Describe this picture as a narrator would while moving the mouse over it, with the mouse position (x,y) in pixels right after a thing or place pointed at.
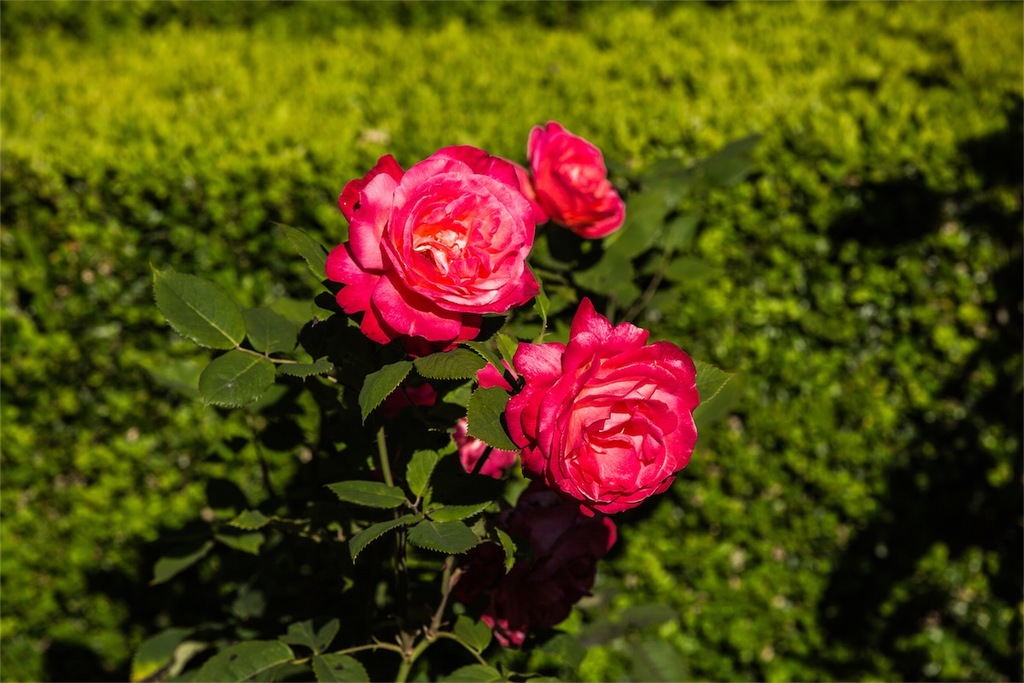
In this image we can see group of flowers (546,413) and leaves (404,519). In the background (156,151), we can see some plants (113,263).
